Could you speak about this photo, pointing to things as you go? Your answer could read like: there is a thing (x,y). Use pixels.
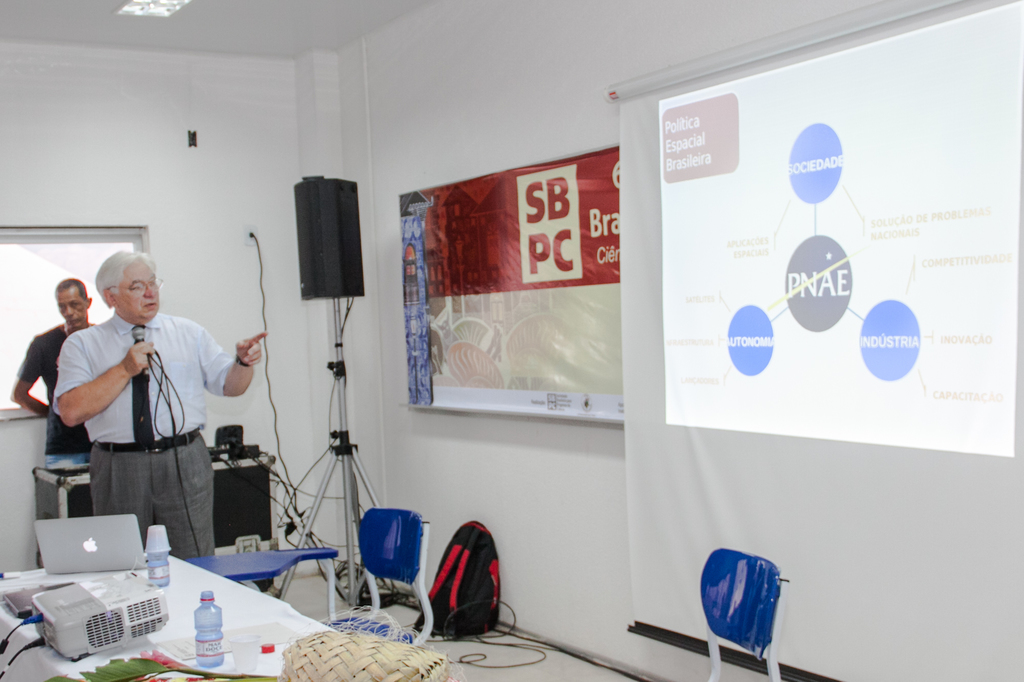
This picture is clicked in the conference hall (365,516). At the bottom (66,671), we see a table (143,645) on which the laptops (93,567), projector (148,586), plastic bottles (165,573), glasses (255,653) and a basket (296,648) are placed. Beside that, we see a blue color table (270,572) and a chair (426,558). On the right side (686,388), we see a chair (706,588) and a projector screen (689,422) which is displaying some text (757,344). Beside that, we see a banner (490,267) in white, red and blue color. Beside that, we see a speaker box (349,190) and a bag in black color. On the left side (129,335), we see a man (146,506) is standing and he is holding a microphone (146,331) in his hand (142,347) and I think he is talking on the microphone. Behind him, we see a black table (215,496) on which black color objects (242,458) are placed. Beside that, we see a man (50,380) is standing. In the background (172,223), we see a white wall (231,230) and a window (19,269).
